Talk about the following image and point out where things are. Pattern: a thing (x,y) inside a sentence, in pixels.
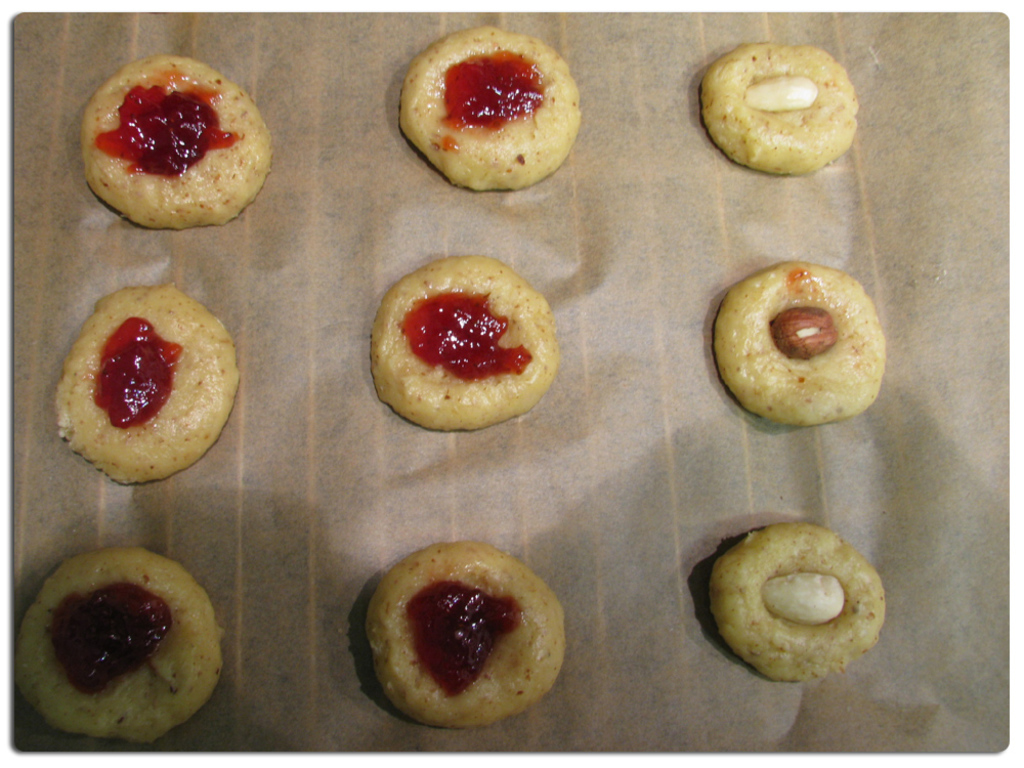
In this image, we can see some food items (50,703) kept on a paper (848,486).
